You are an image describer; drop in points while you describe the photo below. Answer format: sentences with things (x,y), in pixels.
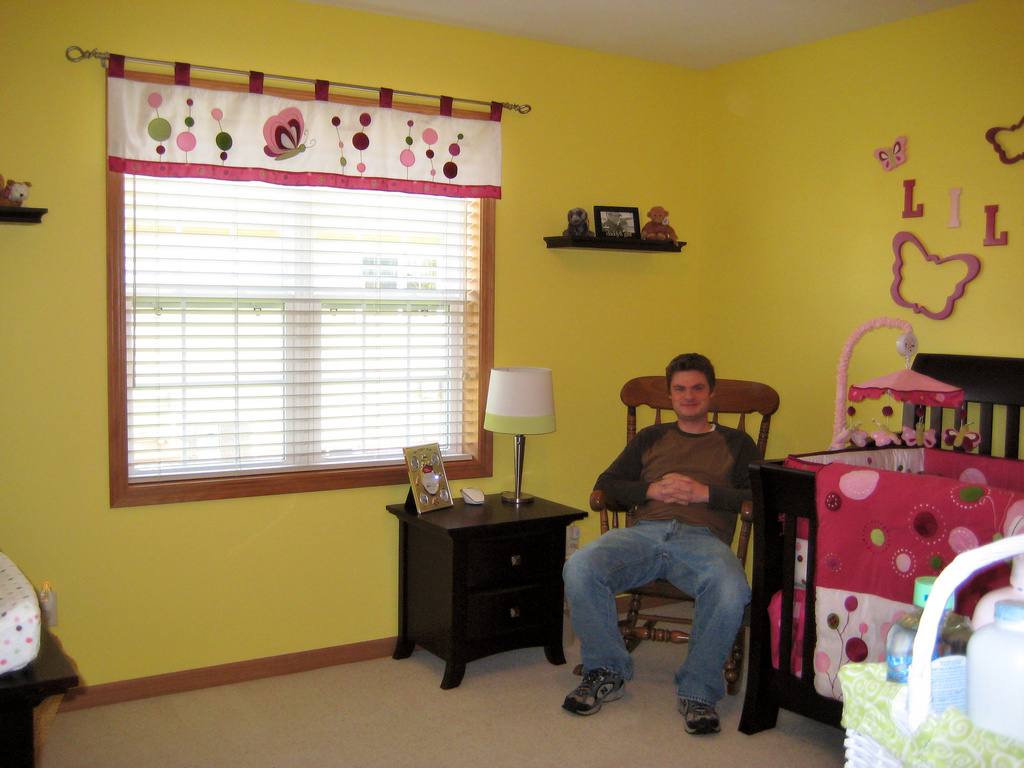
He is sitting on a chair (749,527). There is a table (545,514). There is a lamp (532,388), photo frame (429,487) on a table (479,537). We can see the background there is a sticker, window (356,303) and curtain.
